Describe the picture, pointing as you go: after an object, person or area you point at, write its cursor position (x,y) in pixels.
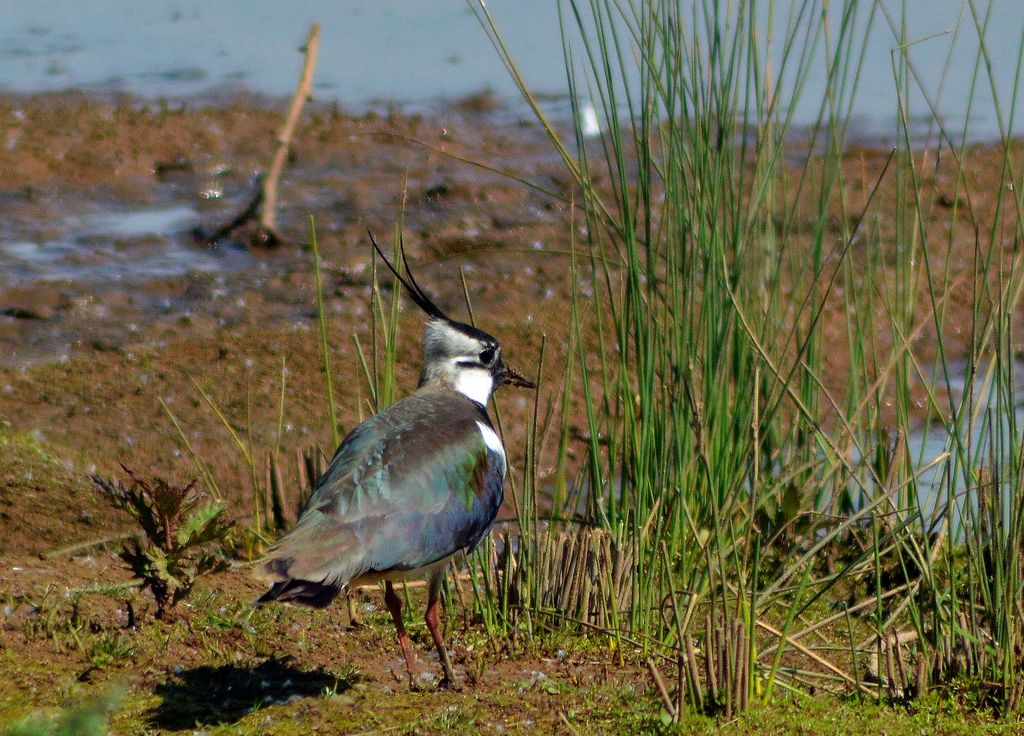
This picture consists of bird (293,581) and grass (915,272) and the lake (662,106).
